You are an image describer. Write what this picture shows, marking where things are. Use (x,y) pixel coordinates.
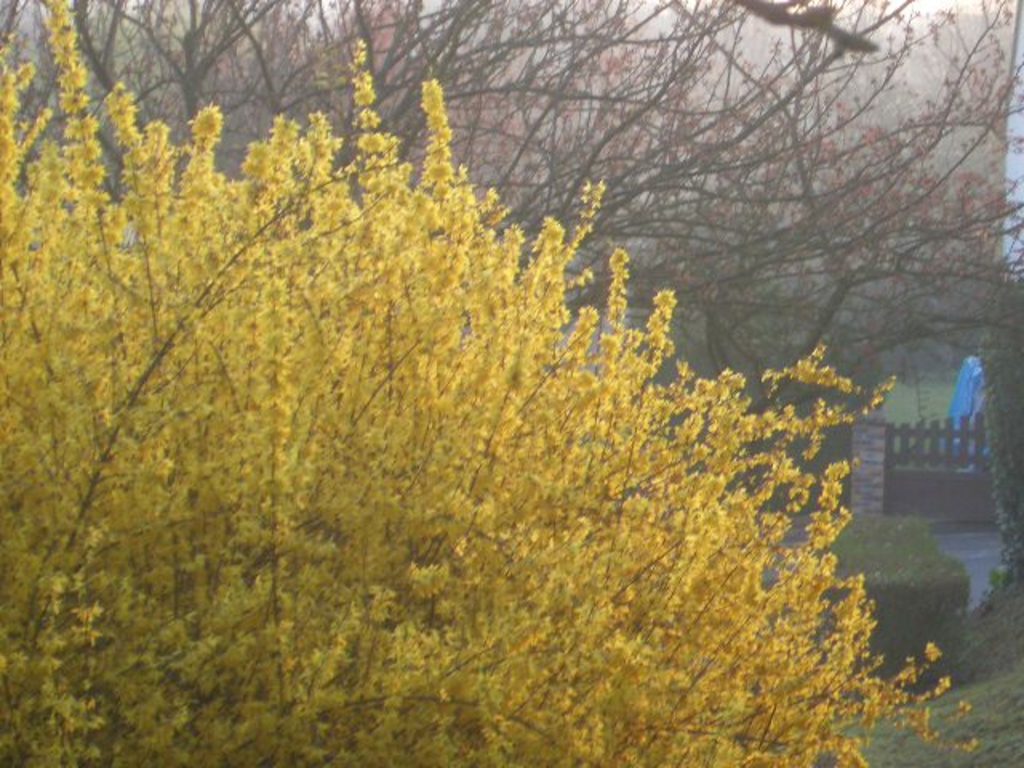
This picture is clicked outside. In the foreground (185,261) we can see the trees (498,273). In the background (895,634) there are some plants (931,561), green grass (935,395) and some other items (914,467).
